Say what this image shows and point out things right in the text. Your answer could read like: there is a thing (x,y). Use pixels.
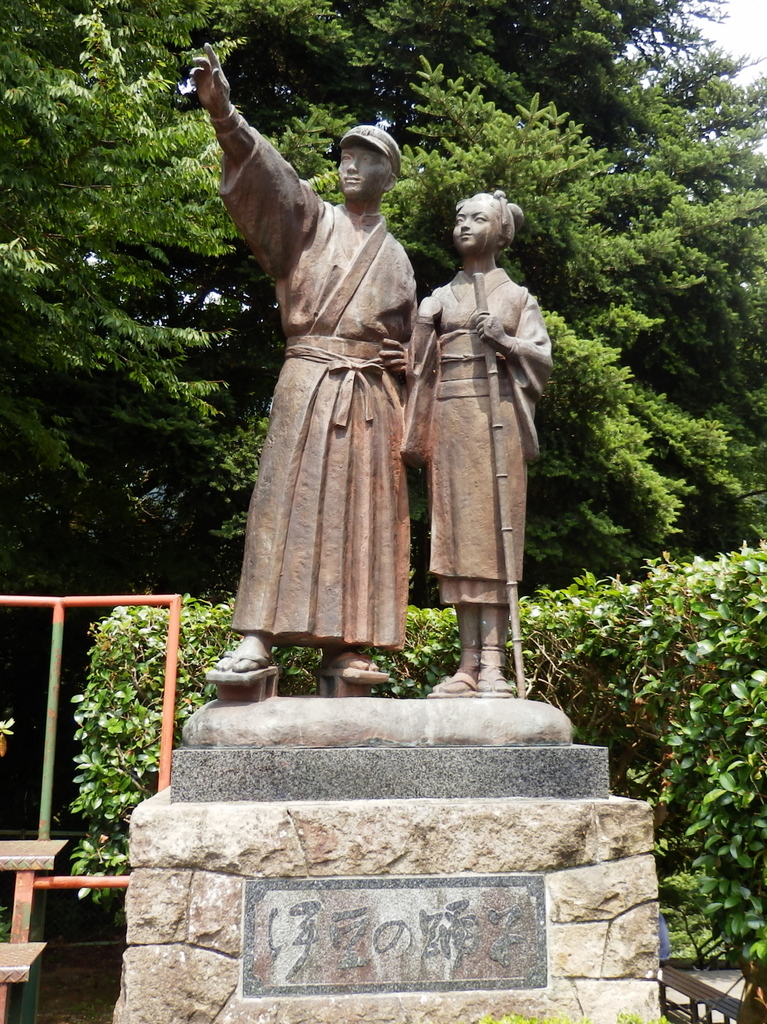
In the picture we can see two human sculptures (510,616) on the stone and behind it, we can see some plants (547,616), and a part of the railing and behind it we can see the tree (91,155) and a part of the sky (751,29).
